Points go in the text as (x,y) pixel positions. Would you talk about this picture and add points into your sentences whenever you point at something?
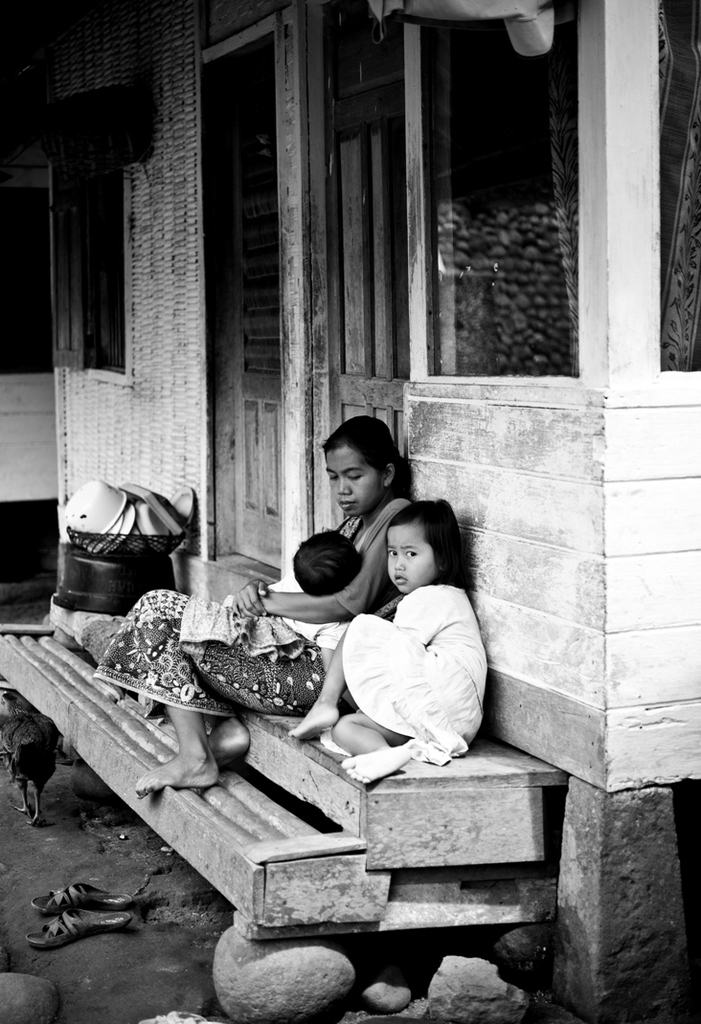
In this image I can see the black and white picture in which I can see few persons (298,632) sitting on the stairs (256,735), few rocks (310,965), a bird (35,732) which is black in color, few utensils (141,530) in the grill (118,549) and the house (377,379). I can see a pair of footwear (131,896) on the ground (83,877).
